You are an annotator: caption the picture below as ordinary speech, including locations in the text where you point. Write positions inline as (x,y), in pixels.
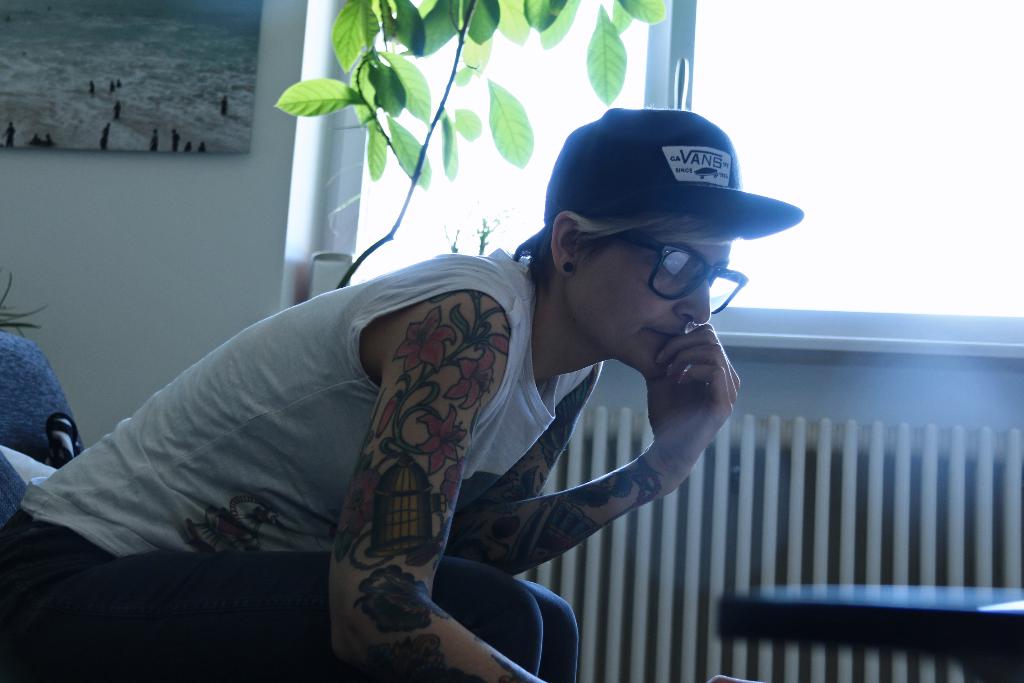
In this picture there is a lady (455,658) on the left side of the image (325,405), on a sofa (5,409) and there is a portrait (65,30) and a plant (367,70) at the top side of the image (501,67), there is a window (689,66) in the center of the image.
